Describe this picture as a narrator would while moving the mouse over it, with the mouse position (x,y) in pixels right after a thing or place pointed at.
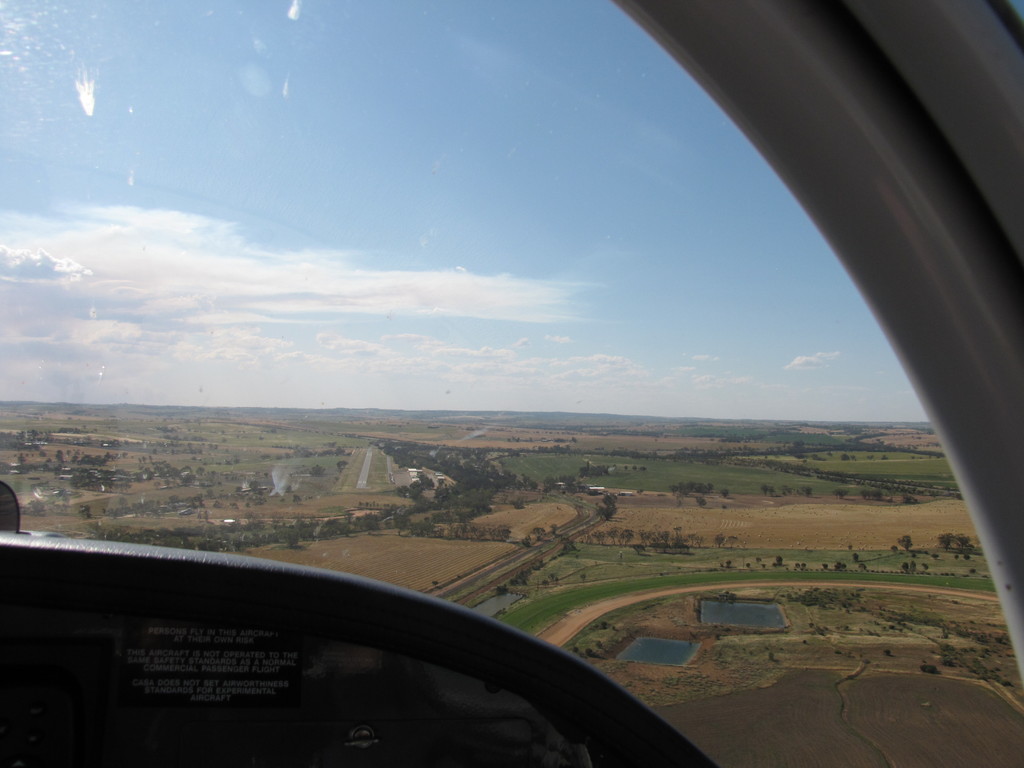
In the image we can see a window (620,367) of a flying jet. Out of the window (526,283) we can see path (604,609), water (730,608), grass (845,579), trees (396,527) and a cloudy pale blue sky (249,245).
